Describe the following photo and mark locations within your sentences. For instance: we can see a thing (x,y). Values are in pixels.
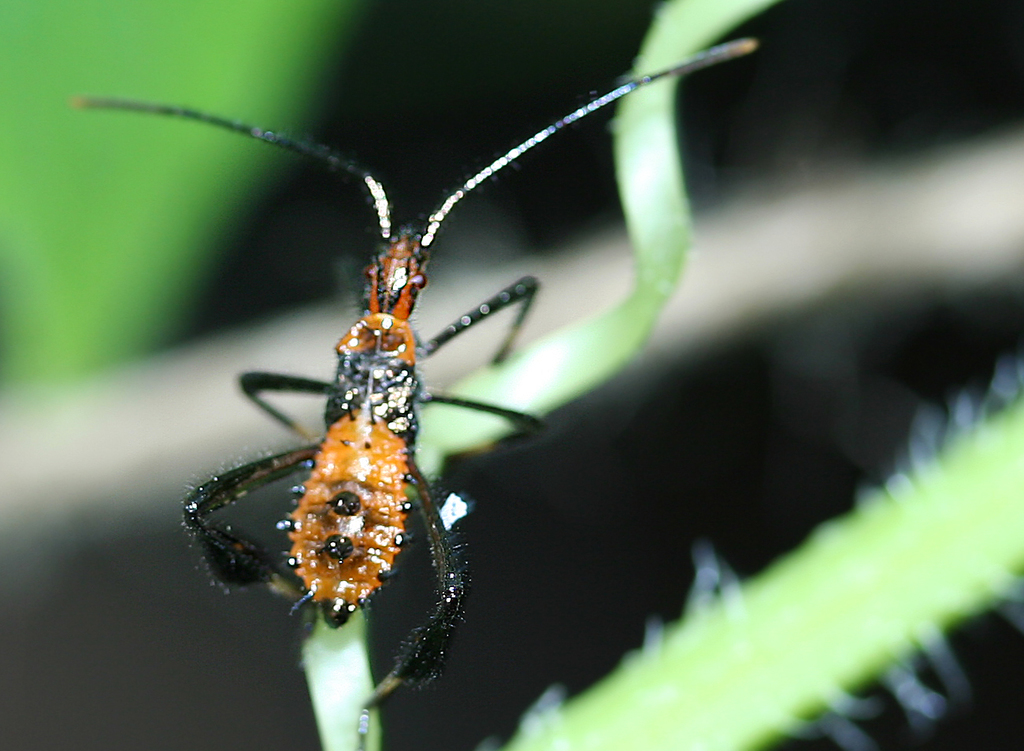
In this image we can see one insect (319,545) on the leaf (587,355), one white object (747,242), three green leaves (848,643) and there is a black background (32,529).
